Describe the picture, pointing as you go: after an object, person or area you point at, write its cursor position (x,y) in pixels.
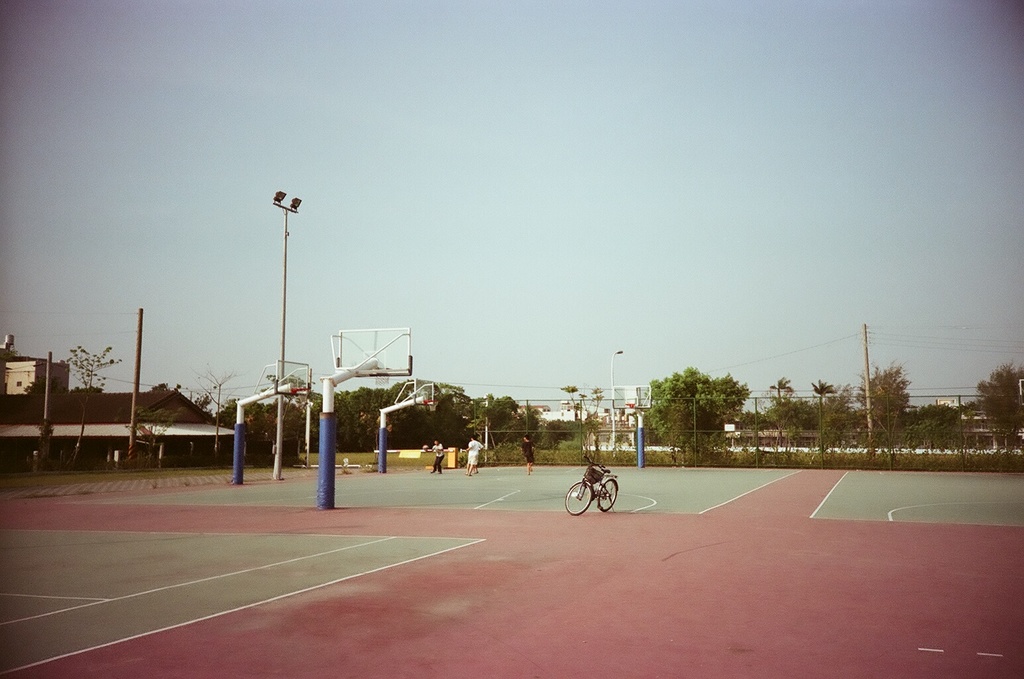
In this image there is a cycle (567,498) on the ground (566,517) and people (531,453) are playing basketball in the basketball court (283,507). At the background (226,446) there are buildings (176,421), trees (705,410), street light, led light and sky (629,161).
